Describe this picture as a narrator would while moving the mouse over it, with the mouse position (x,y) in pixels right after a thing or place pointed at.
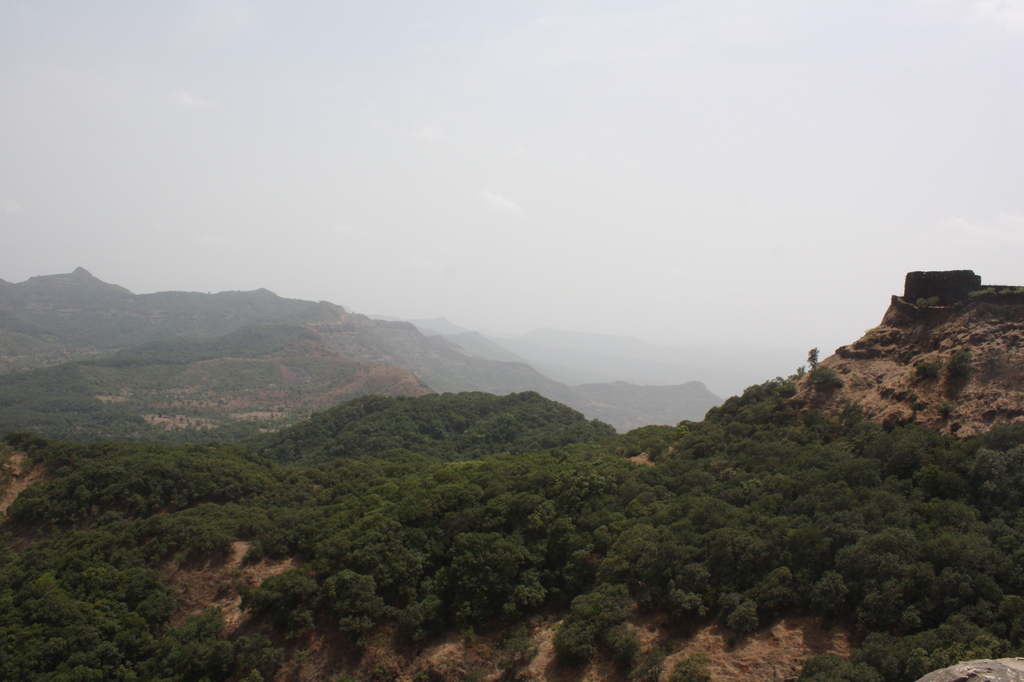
This is the picture of a mountain (860,367). In this image there are trees (564,508) on the mountains (1011,411). At the top (357,79) there is sky (755,275).
